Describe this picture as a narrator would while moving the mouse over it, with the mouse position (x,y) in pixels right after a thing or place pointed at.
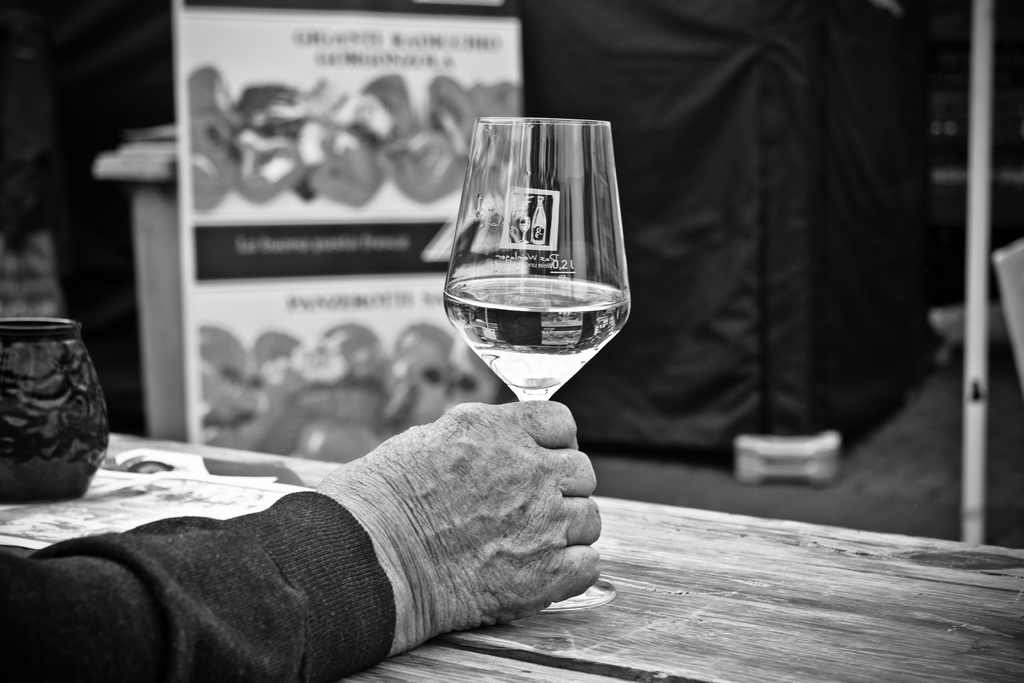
A person (56,602) is holding a glass (579,217). Bottom right side of the image (750,555) there is a table (729,547). At the top of the image (415,70) there is a banner (472,132).
